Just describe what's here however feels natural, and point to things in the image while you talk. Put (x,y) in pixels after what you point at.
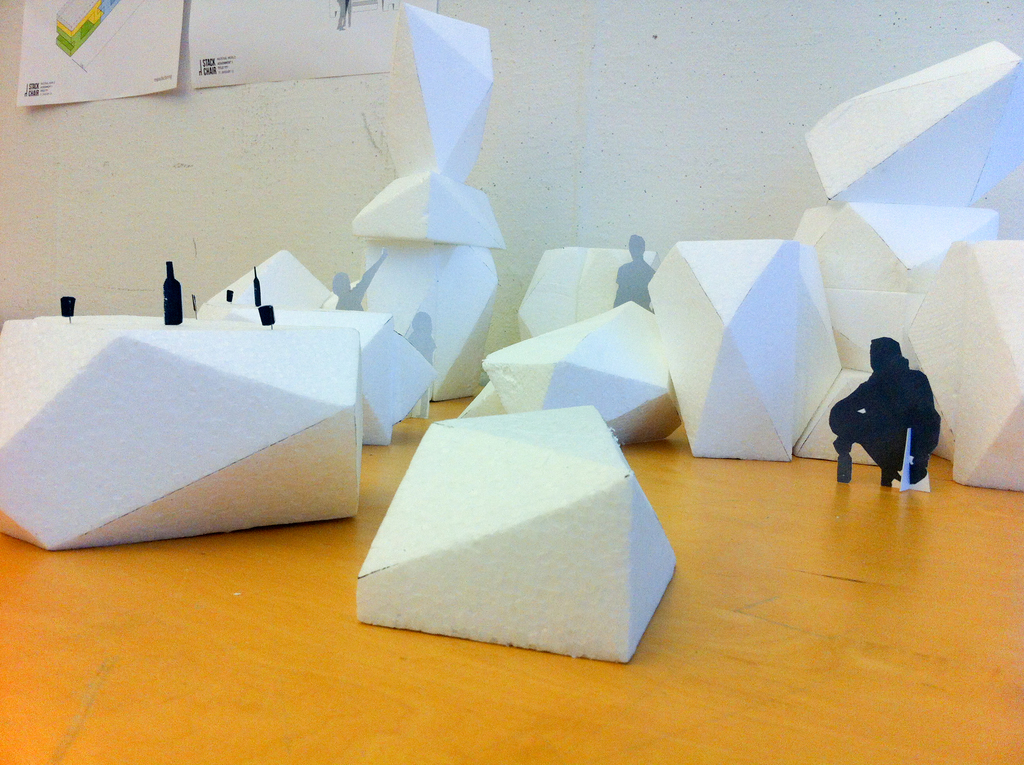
In this image we can see these white color objects (575,548) are kept on the wooden surface (44,620). In the background (72,27), we can see two posters (231,13) are attached to the wall (192,158).
